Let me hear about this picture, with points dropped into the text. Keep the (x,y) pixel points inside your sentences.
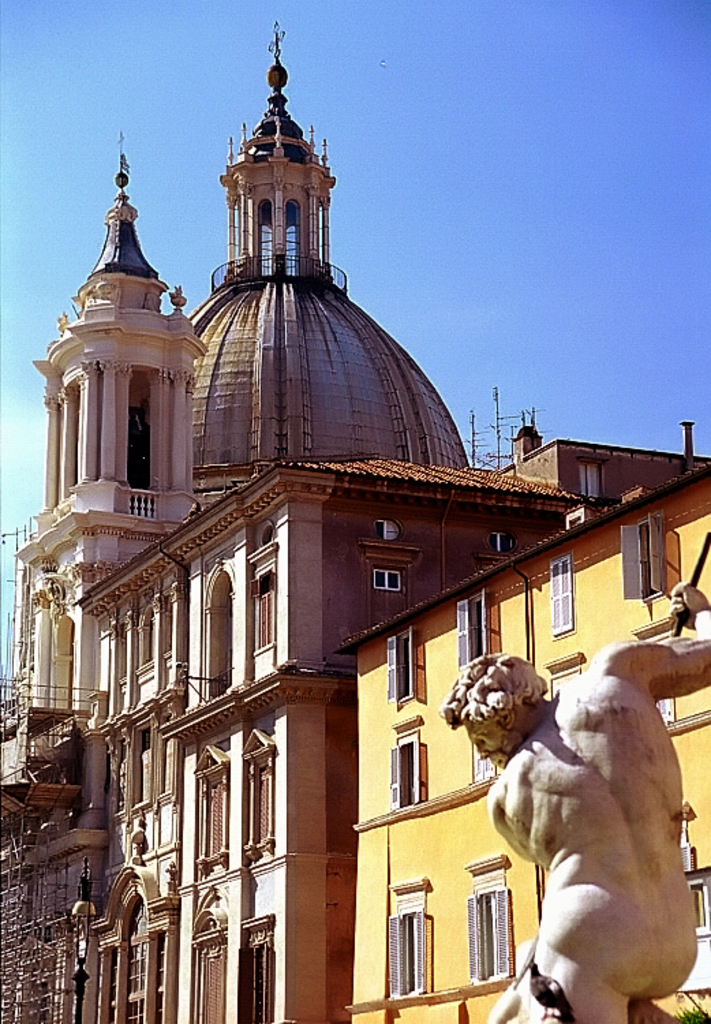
In this image, we can see a building (247,632). There is a statue (625,801) in the bottom right of the image (642,918). There is a sky (501,96) at the top of the image (342,60).
